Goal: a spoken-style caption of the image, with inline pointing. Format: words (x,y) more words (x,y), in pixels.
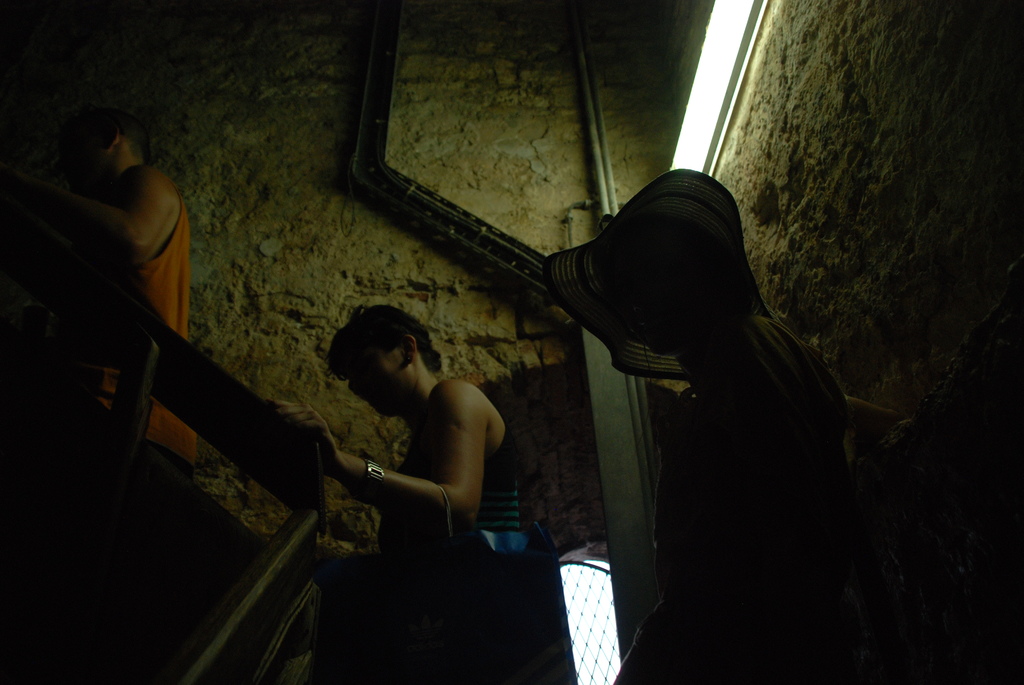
In the center of the image (678,428) there are people (734,400) climbing stairs (313,608). There is a staircase railing (268,464). In the background of the image (279,60) there is a wall (435,107). There are pipes (479,244).
